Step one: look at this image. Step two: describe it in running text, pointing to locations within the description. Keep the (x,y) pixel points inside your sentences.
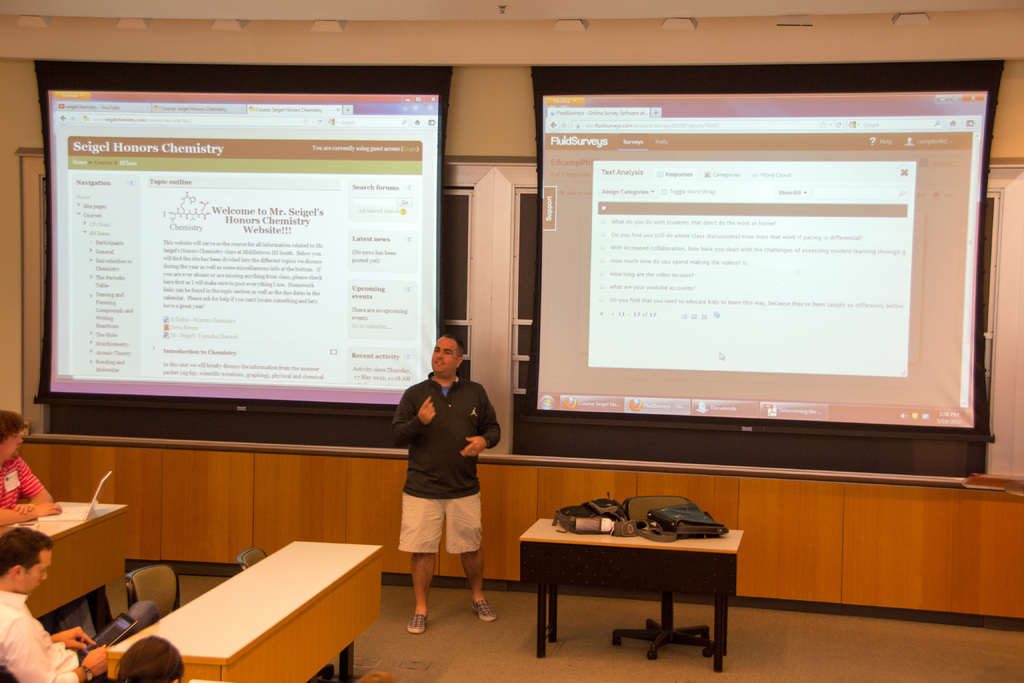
In the middle of this image (442,437) I can see a man (442,427) standing and speaking something. At the back of this person (444,452) there are two screens (640,280). On the left side of the image (45,552) there are some people (29,616) sitting on the chairs (161,599). In the middle of the image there is a table (618,545) and on that bags (630,523) are there.
